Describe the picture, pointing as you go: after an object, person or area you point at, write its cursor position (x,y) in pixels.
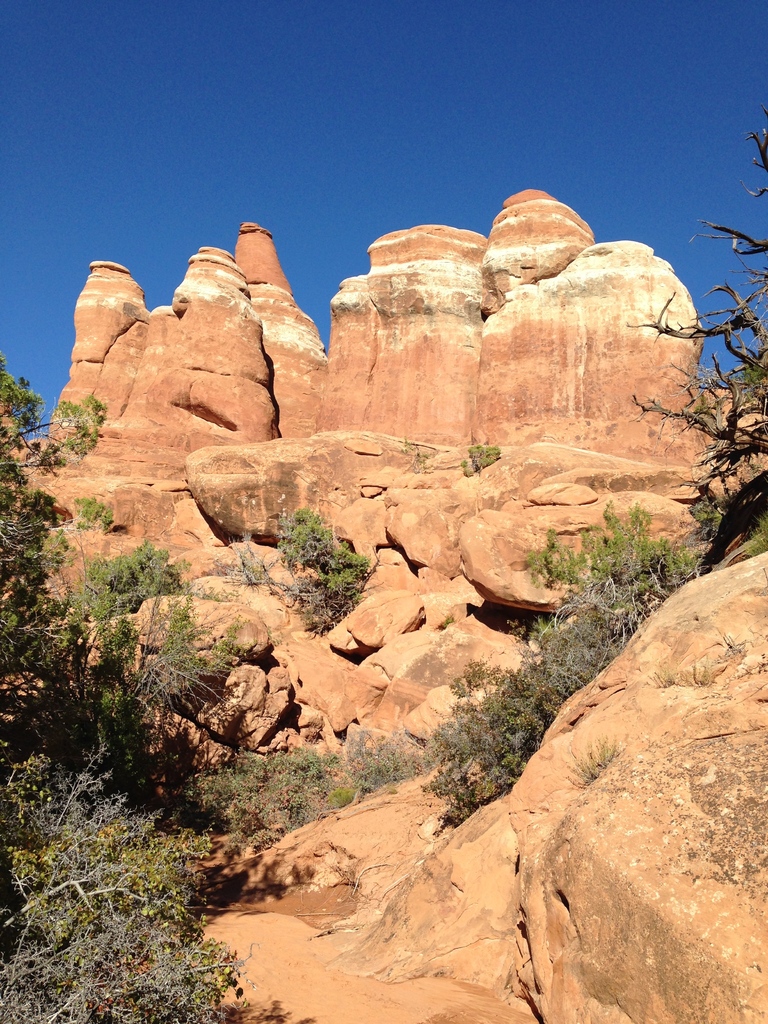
This looks like a hill (322,638) with rocks (418,676). I can see the small plants (373,740) and trees (752,374) with branches (753,323) and leaves (72,718).
